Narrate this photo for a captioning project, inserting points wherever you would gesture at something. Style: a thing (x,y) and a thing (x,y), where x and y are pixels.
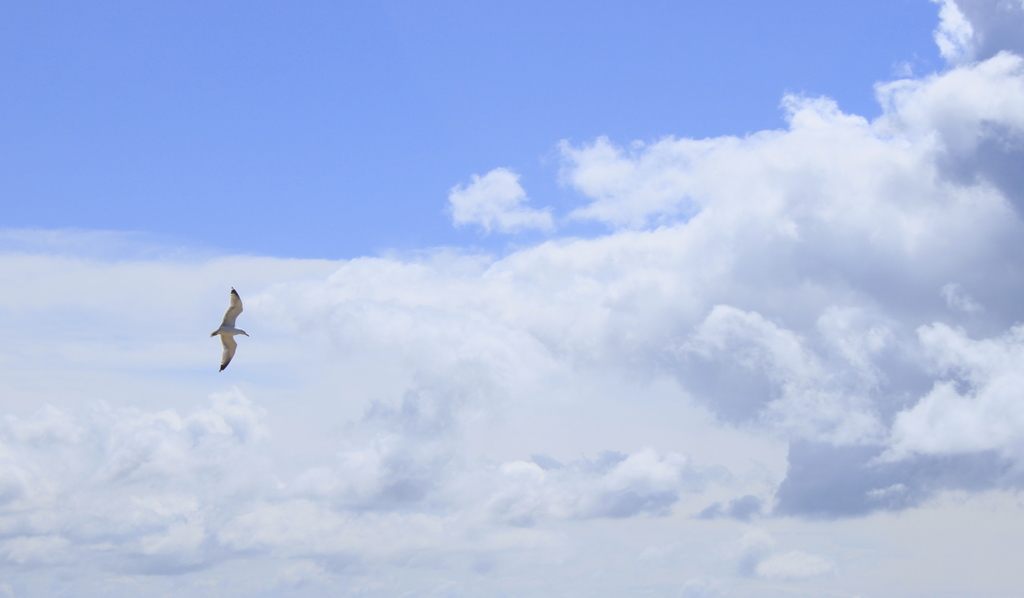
In this picture, we see a bird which is flying in the sky (207,340). In the background (367,233), we see the clouds (592,264) and the sky (421,125), which is blue in color.
